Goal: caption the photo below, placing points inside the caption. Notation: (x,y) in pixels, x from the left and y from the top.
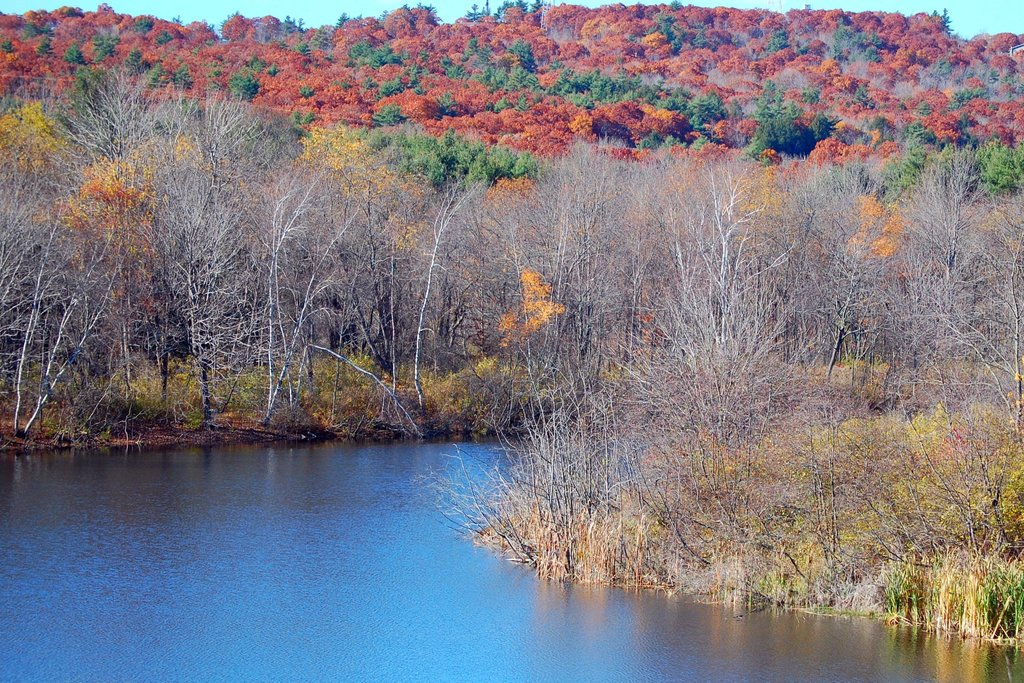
In the background of the image (416,299) we can see the trees (544,266). At the bottom of the image (295,532) we can see the water (511,565) and plants (895,598). At the top of the image (312,5) we can see the sky (961,0).
